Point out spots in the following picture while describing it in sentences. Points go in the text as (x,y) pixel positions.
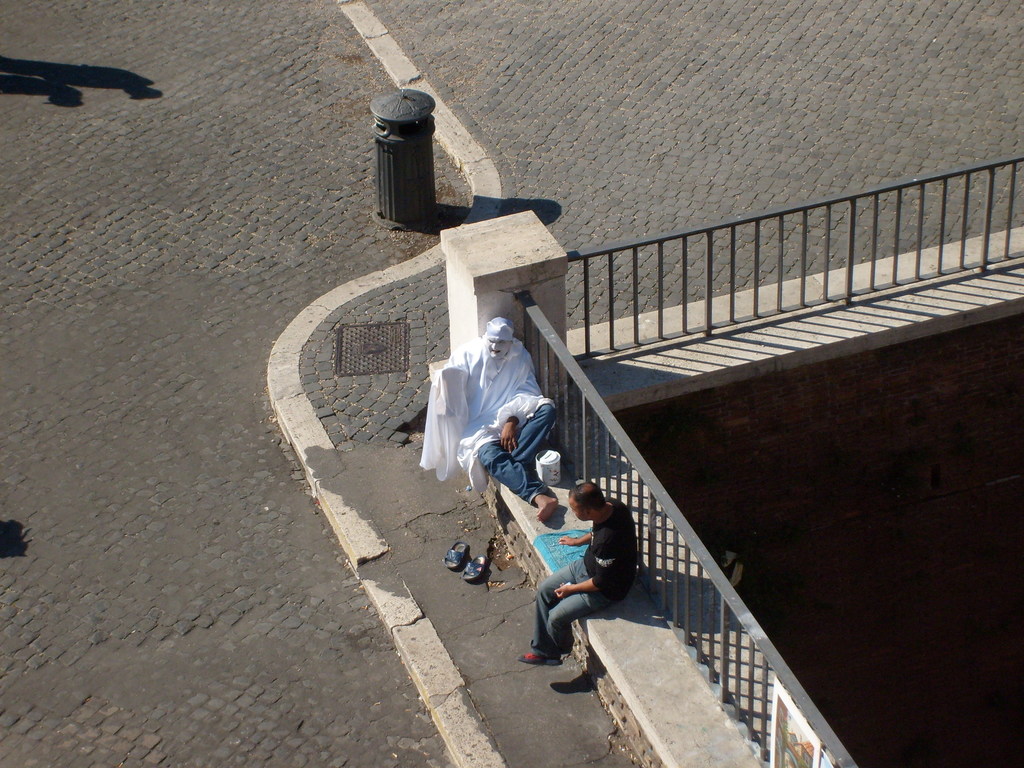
In this image in front there are two people (539,483) sitting on the platform (622,682). Behind them there is a metal fence (755,311). In front of them there is a road (118,412). There is a dustbin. On the right side of the image (956,530) there is a wall (880,494).
